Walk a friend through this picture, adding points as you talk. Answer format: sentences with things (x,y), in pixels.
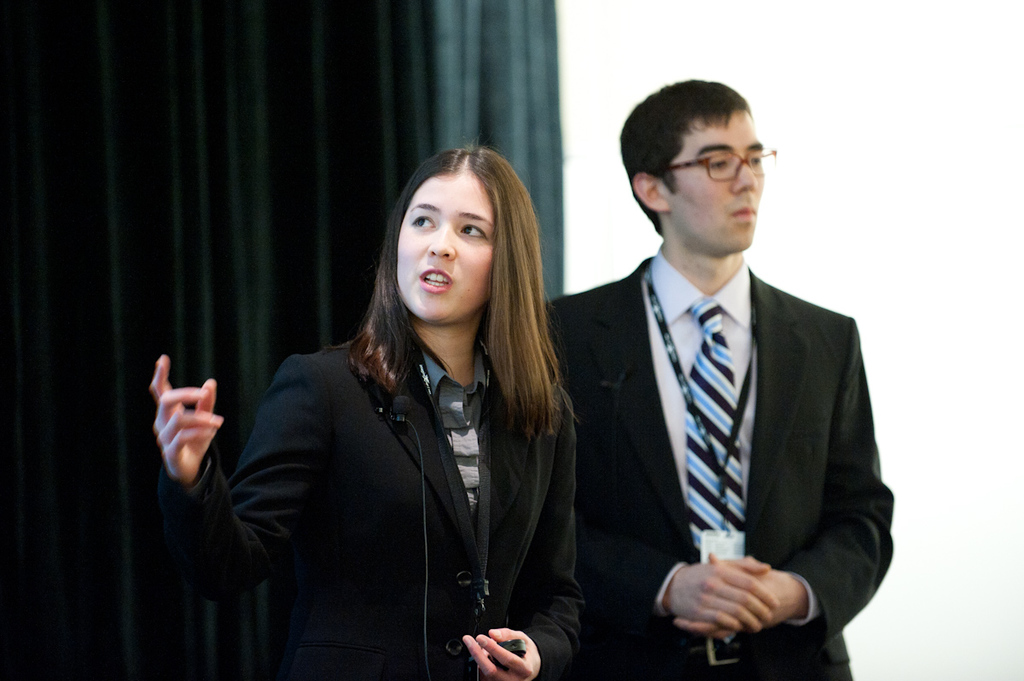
In this image we can see a woman (350,408) standing and holding an object (492,658) in her hand (474,651) and it looks like she is talking and to the side there is a man (775,505) standing and wearing spectacles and in the background (273,54), we can see the curtains (141,177).
